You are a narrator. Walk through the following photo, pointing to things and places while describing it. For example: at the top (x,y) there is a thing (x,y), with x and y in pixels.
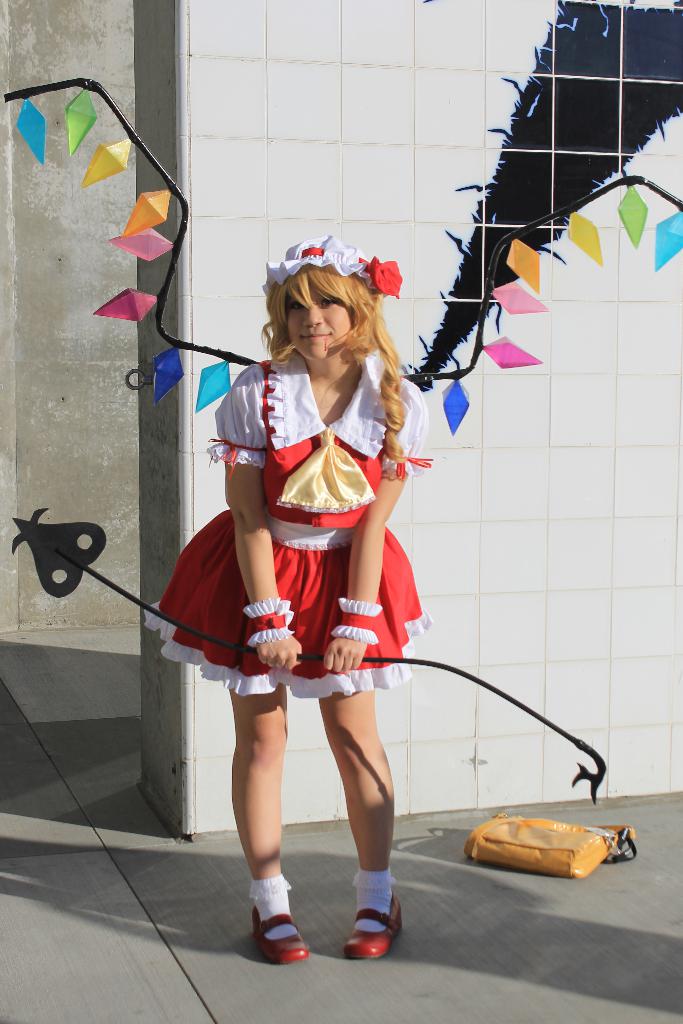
In the center of the image (364,501) a lady (361,482) is standing and holding an object (396,661). At the top of the image (296,82) wall (318,71) is present. At the bottom of the image (253,970) floor (268,1006) is there. At the bottom right side of the image (565,831) a bag (569,831) is present.
